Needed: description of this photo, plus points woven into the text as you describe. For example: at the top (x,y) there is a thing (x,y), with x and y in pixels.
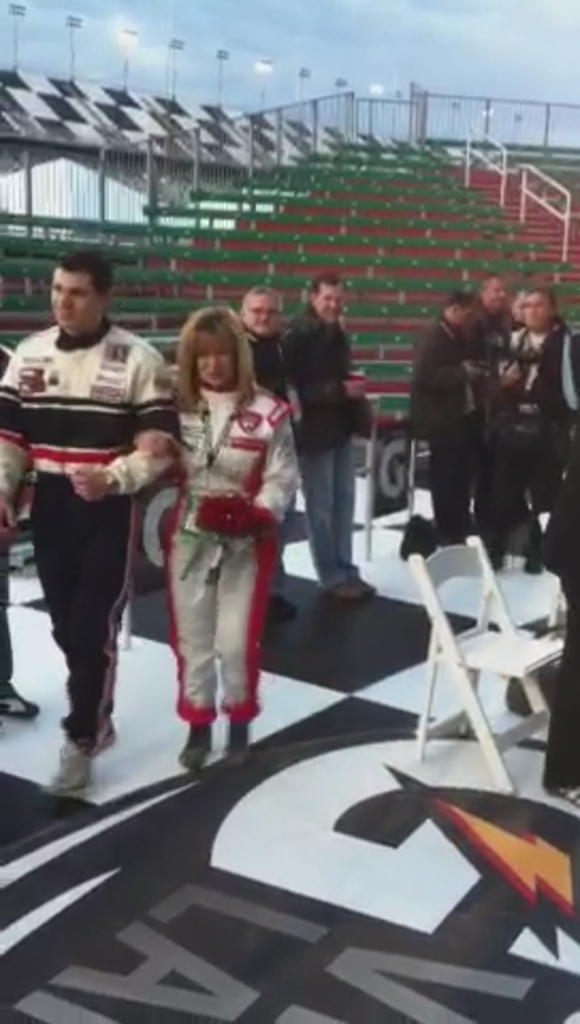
In this image, on the left side (84,538), we can see two people (111,536) walking, there are some people (305,455) standing, in the background (461,242), we can see a fence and we can see some chairs (309,221), at the top (557,90) we can see the sky (284,25).
